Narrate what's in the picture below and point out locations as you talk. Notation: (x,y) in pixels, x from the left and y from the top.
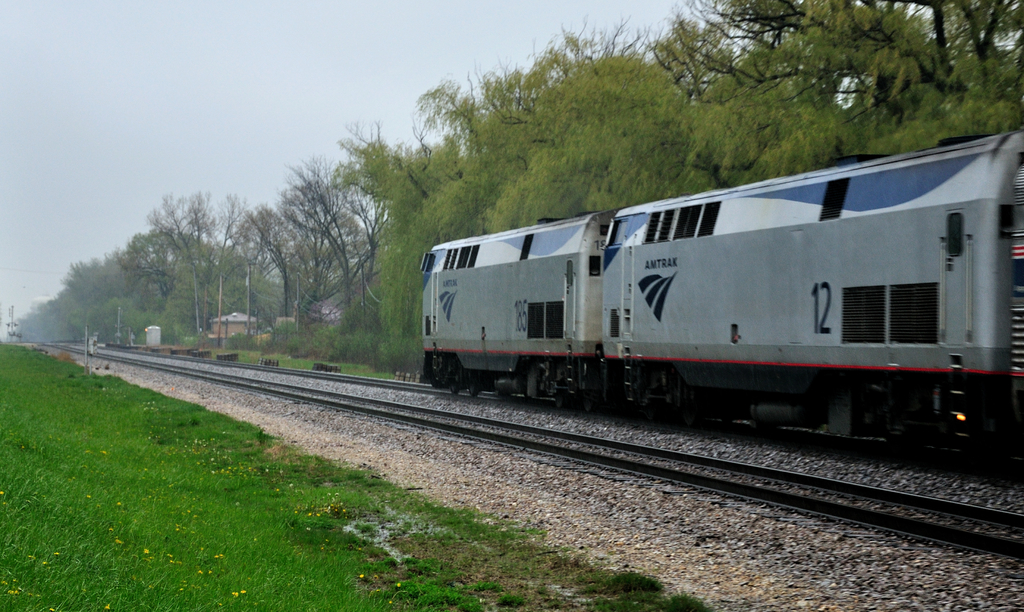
In the image we can see a train (640,353) on the train tracks (435,385). Here we can see grass (174,484), stones (754,507), trees (292,231) and a sky (161,46).
